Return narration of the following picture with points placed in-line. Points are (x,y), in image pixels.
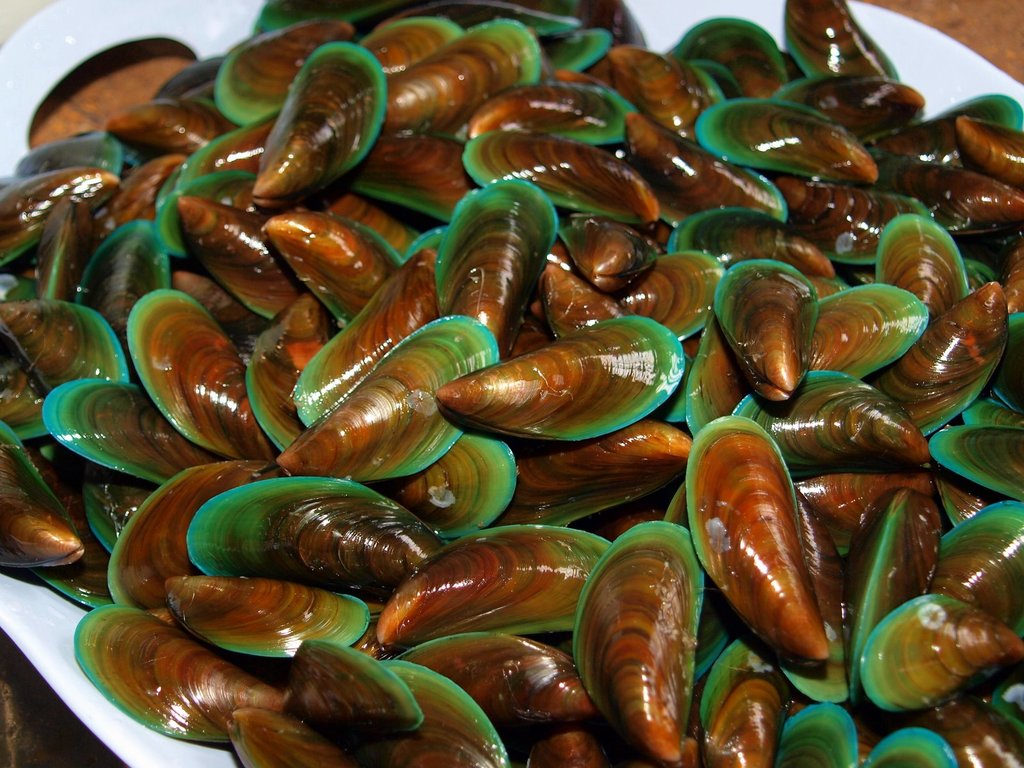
In this image there are green mussels (579,246) on the plate (103,728).
